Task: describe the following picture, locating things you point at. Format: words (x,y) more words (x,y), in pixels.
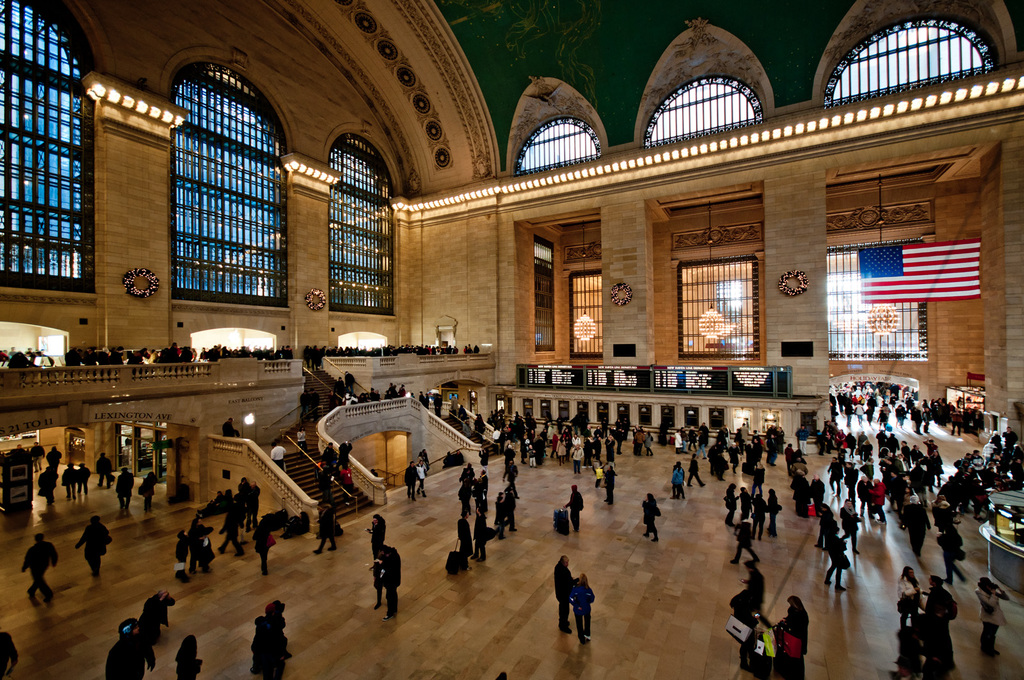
In this image we can see grand central terminal (454,379) and there are some persons (372,537) standing, walking, holding bags (489,530) in their hands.
